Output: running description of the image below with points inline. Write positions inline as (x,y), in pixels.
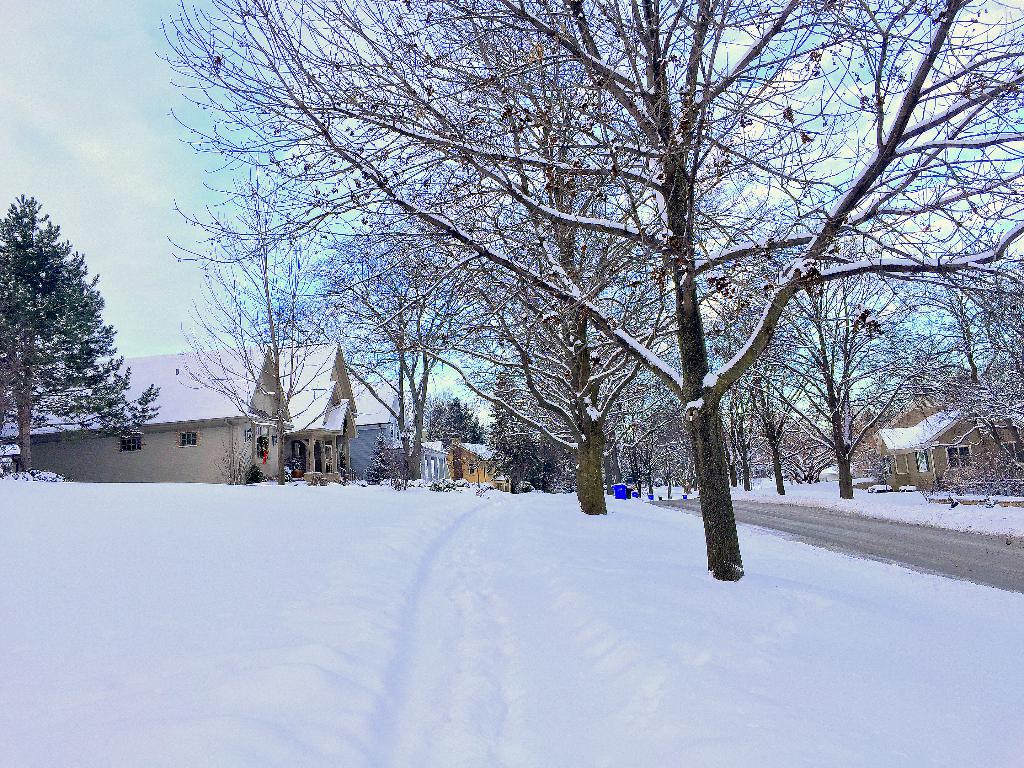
In this picture we can see snow (842,552), trees (700,353), dustbins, road (752,517) and houses (261,433). In the background of the image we can see the sky (383,211).
